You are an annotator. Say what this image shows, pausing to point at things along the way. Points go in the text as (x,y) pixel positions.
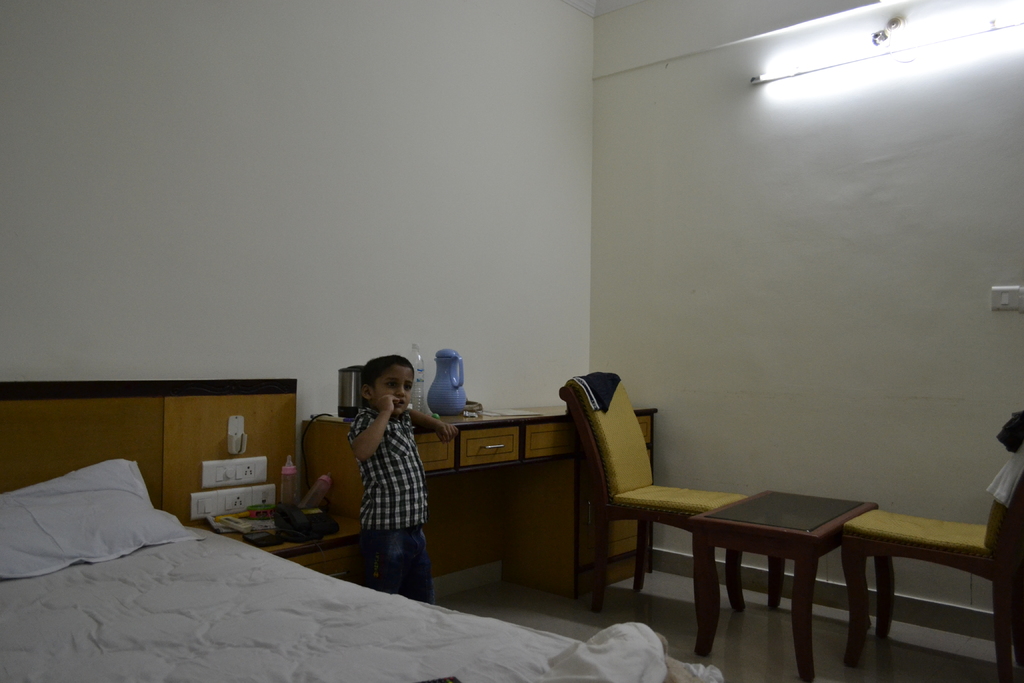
A boy (395,452) standing in the middle of the image (403,454). Beside him, there is a bed (254,551) and pillow (180,527). Back to him, there are bottles (312,503) on the table (357,520). There are switchboards (246,474). In the background (331,224), there is a wall (632,271), jug (441,382), bottle (418,392) on the table (465,418), a chair (578,421), table (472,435), a tube light (762,80), switchboard (1002,290) and some other items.
